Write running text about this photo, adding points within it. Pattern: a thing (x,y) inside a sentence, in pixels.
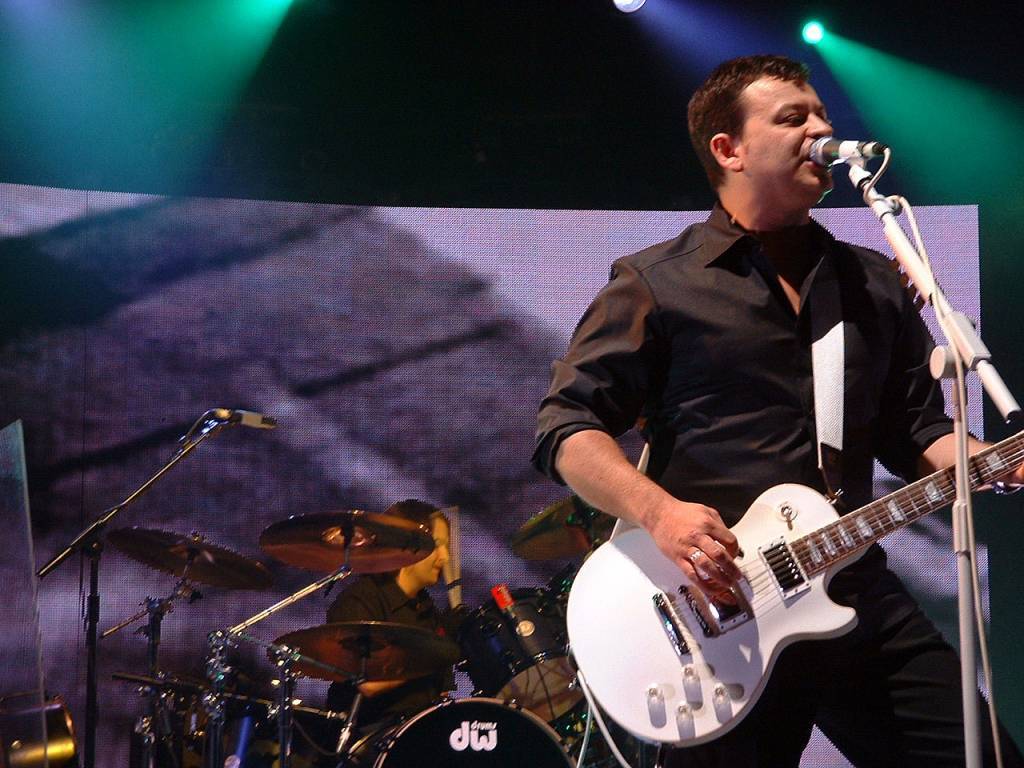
In this image I can see a man (674,508) is standing and holding a guitar (617,593). In the background (417,603) I can see another man (361,590) is sitting next to a drum set (319,628). I can also see few mics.
